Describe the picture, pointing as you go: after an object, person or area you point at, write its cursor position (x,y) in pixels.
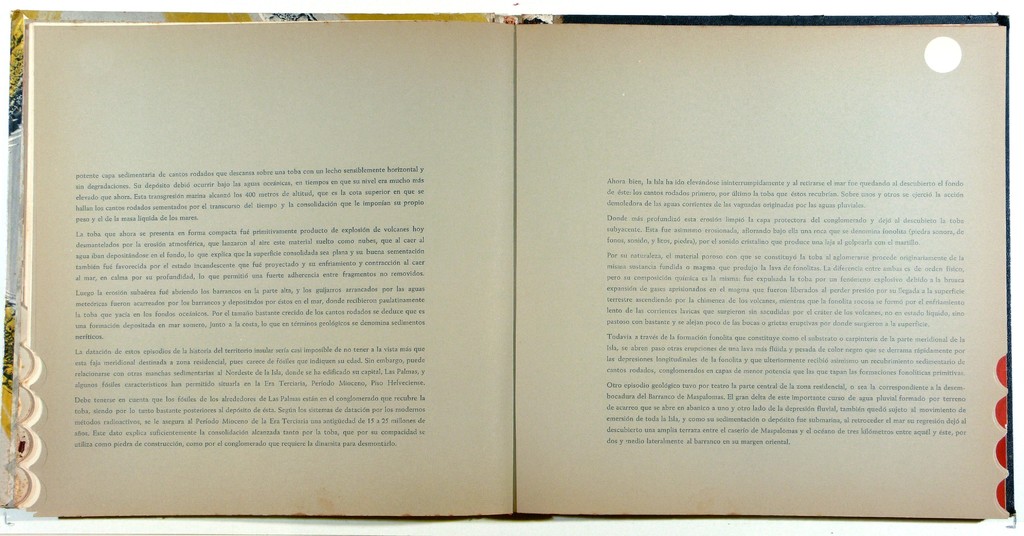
In this image there is a book (382,237) which is opened where we can see the script (760,300).
